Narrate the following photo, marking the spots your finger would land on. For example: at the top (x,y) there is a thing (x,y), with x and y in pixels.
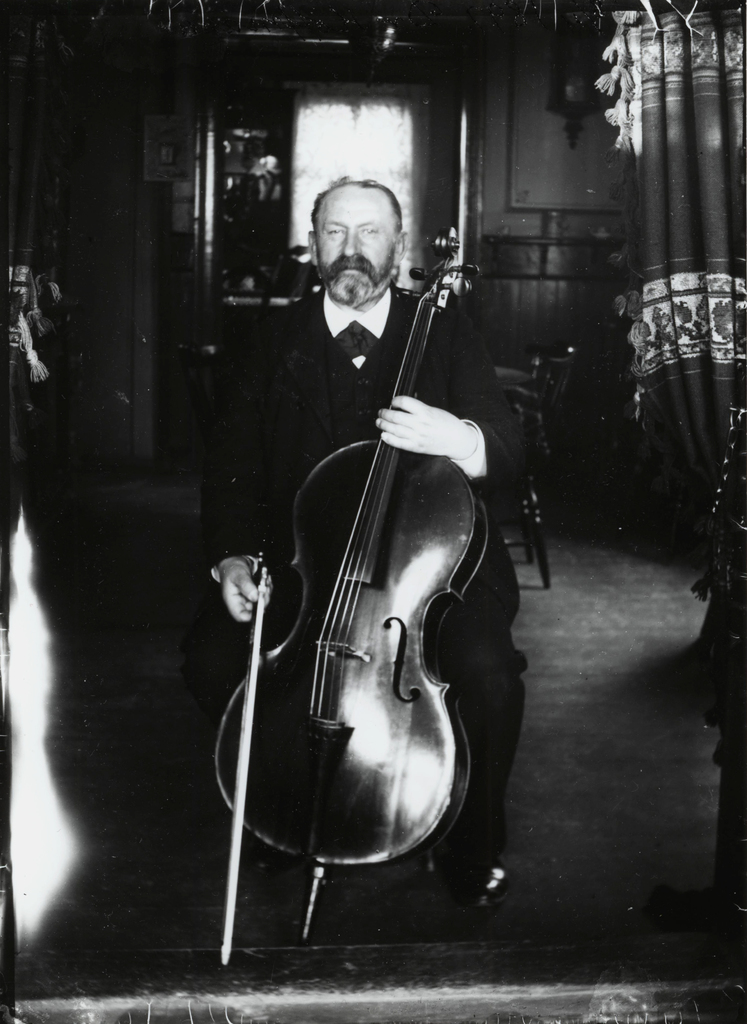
It is the black and white image in which there is a man (245,403) sitting by holding the cello (364,569). In the background (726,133) there are curtains (726,144). On the right side (556,385) there is a chair (540,361) in the background (532,354). Beside the chair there is a table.
